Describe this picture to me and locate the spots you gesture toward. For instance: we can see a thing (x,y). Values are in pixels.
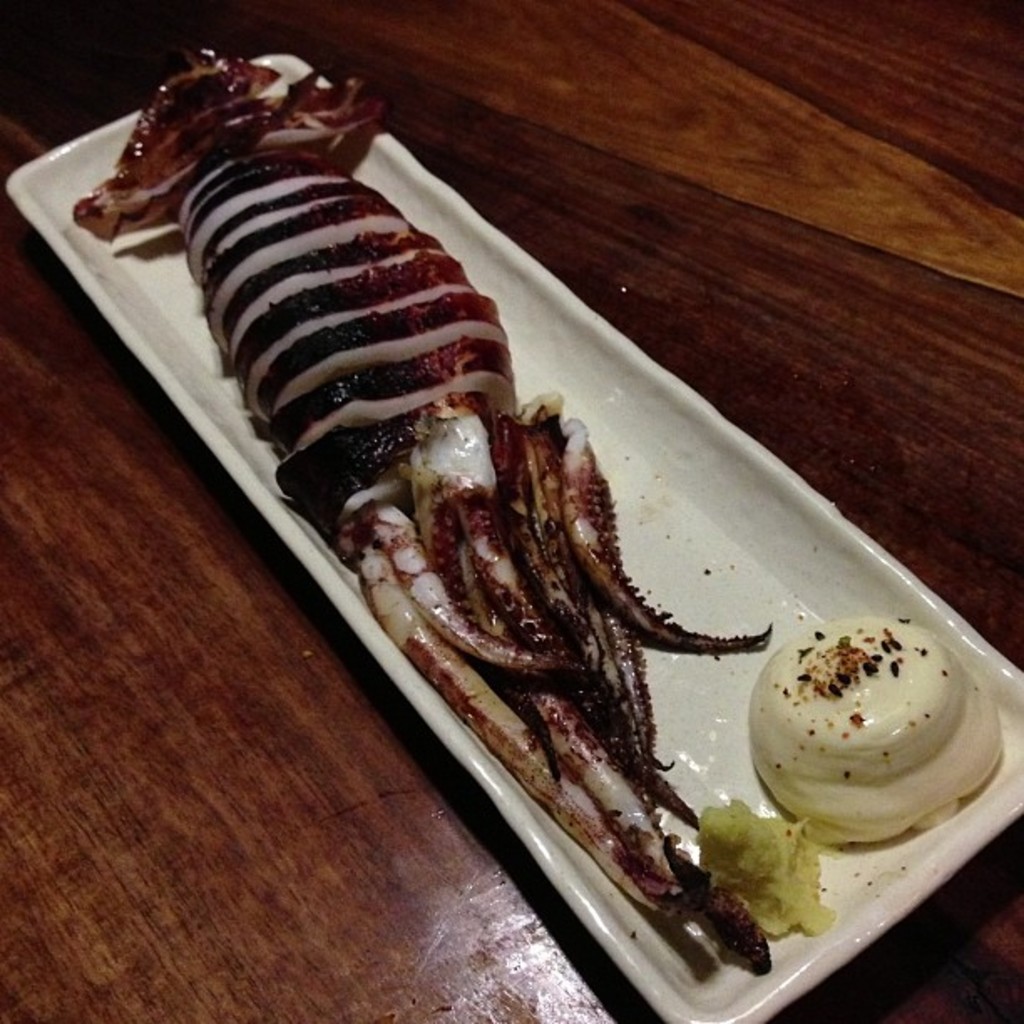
In the center of the image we can see a platform (20,889). On the platform (13,50), we can see one white color object (961,633). In that object (468,752), we can see some food items (475,668).
